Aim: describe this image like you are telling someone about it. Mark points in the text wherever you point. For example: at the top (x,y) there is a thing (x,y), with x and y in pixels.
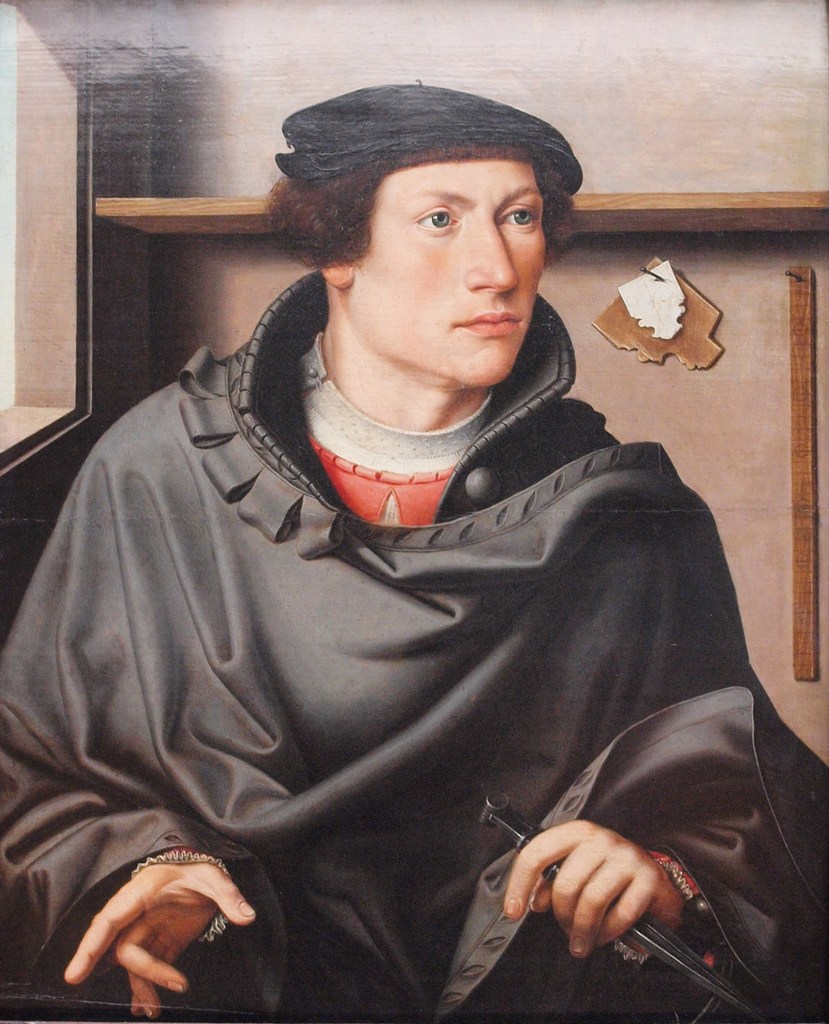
This image looks like a painting. In this image there is a man (275,596) wearing black coat (58,878) is sitting. In the background (138,308), there is a wall (357,66) and a rack (687,228) made up of wood (731,219).
